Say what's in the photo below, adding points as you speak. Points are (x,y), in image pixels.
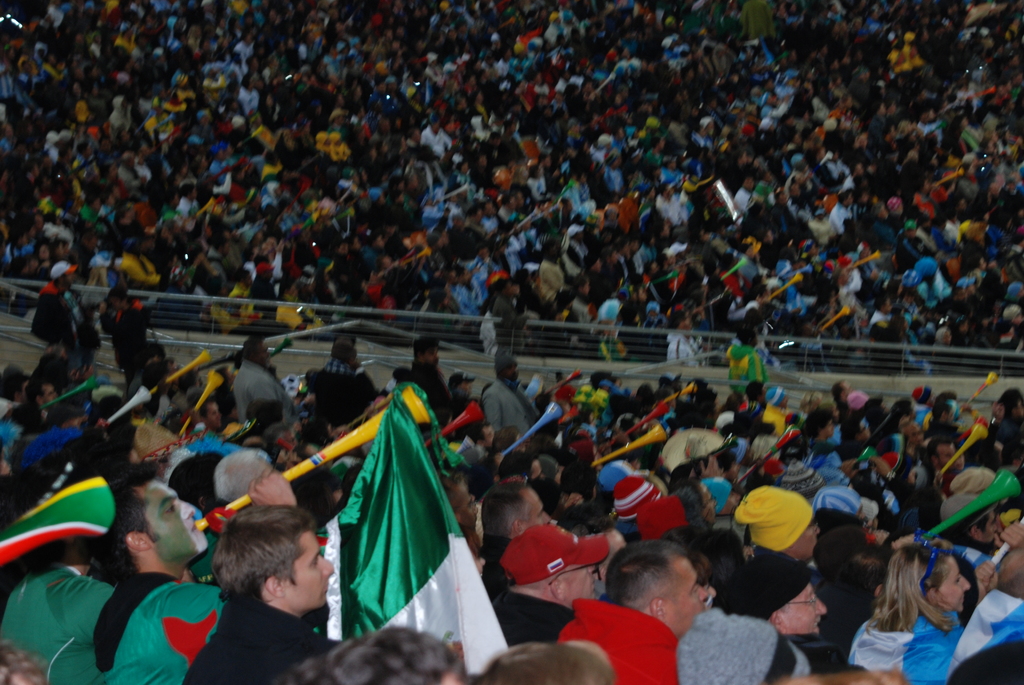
At the bottom of the picture (483,581), we see people (507,524) standing. The man (245,667) in black jacket (286,614) is holding a flag (359,579). This flag (359,579) is in green and white color. Beside him, the man (156,626) in green T-shirt (177,615) is playing a vuvuzela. Beside them, we see a railing (595,357) and a white sheet (381,371). In the background (534,152), we see people (655,270) standing and most of them are playing vuvuzelas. This picture might be clicked in the dark.
